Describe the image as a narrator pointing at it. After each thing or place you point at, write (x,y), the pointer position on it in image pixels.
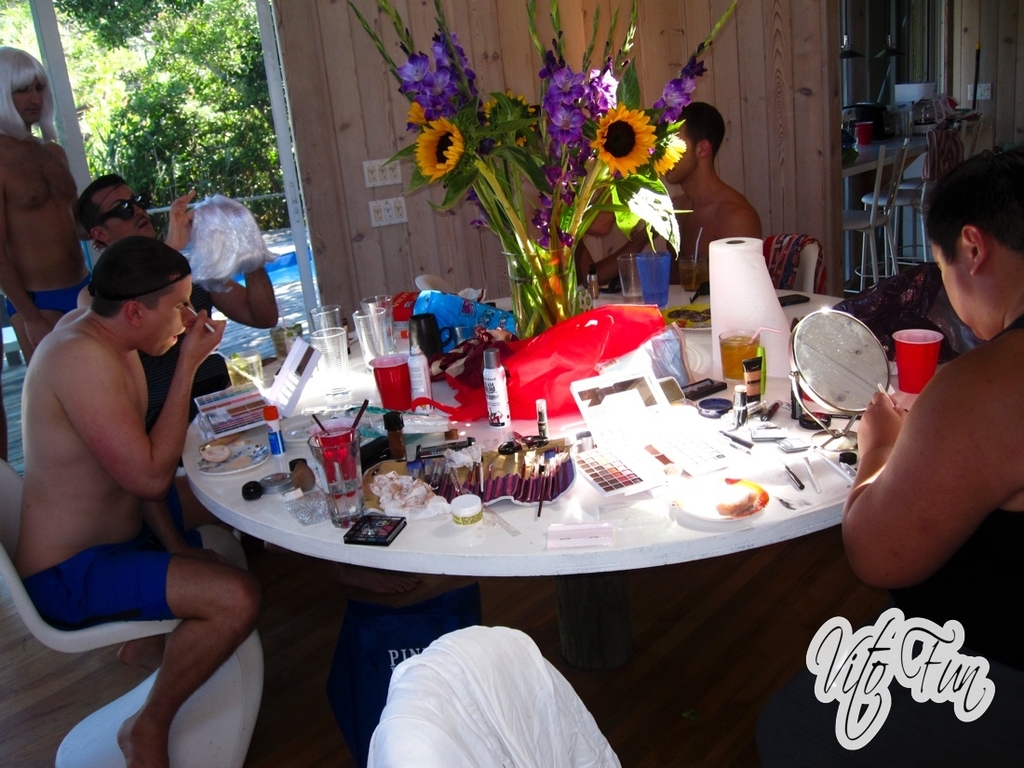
Here we can see that a group of people (177,262) sitting on the chair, and in front (438,398) here is the table (565,428), and flower vase (548,217) and glasses (384,321) and many other objects (441,373) on it, and here is the glass (367,349), and here is the tree (223,166).
